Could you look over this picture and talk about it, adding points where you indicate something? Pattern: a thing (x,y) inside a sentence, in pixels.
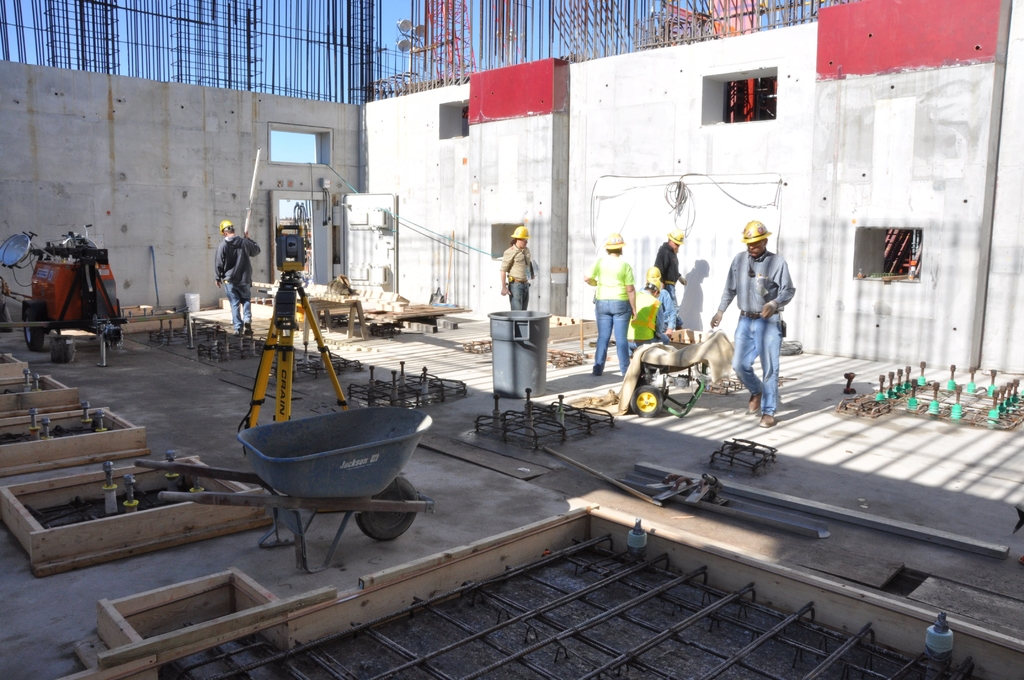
In this picture, we see a building (334,399) which is under construction. In the middle (406,445), we see the wheelbarrows (386,444), meter pole (279,409), wooden sticks (314,293), iron rods (611,415) and a garbage bin (493,349) in grey color. On the right side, we see the wooden sticks (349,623). Beside that, we see four men (724,303) are standing. Behind them, we see a wall (543,268) in white color. On the left side (131,522), we see the wooden sticks (101,433). Beside that, we see a vehicle (97,310) in red color. Beside that, we see a man (232,289) is standing and he is holding a wooden stick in his hands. At the top (90,43), we see the rods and the poles (345,46). This picture might be clicked at the construction site (698,507).
